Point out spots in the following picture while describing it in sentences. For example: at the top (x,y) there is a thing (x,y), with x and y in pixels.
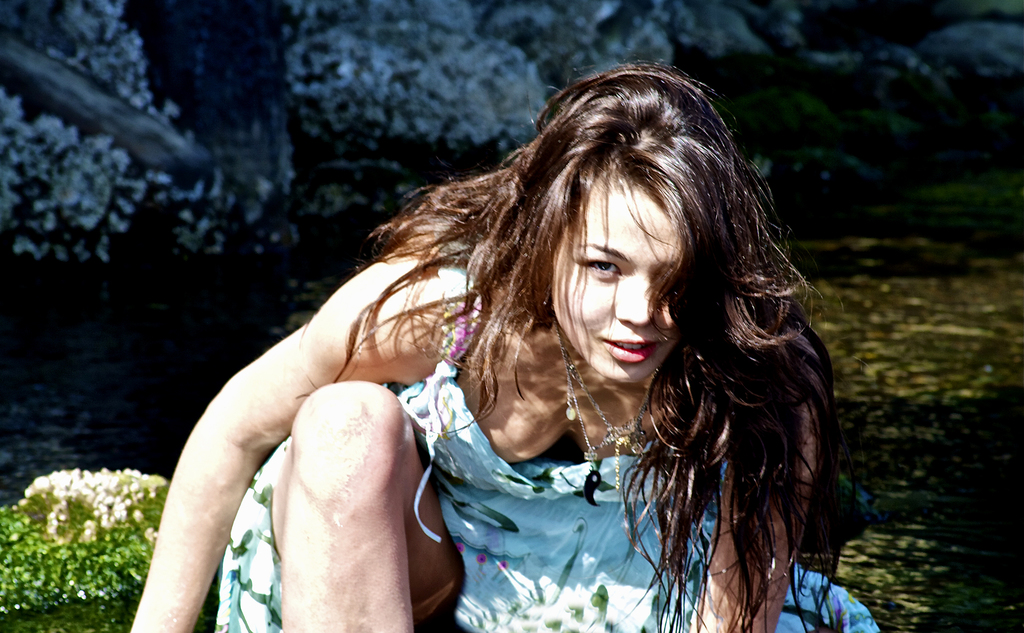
In this image, I can see the woman (414,481) sitting in squat position. She wore a dress (560,546) and necklace (615,434). I think these are the water (257,333) flowing. In the background (448,111), I can see the rocks (365,70).
